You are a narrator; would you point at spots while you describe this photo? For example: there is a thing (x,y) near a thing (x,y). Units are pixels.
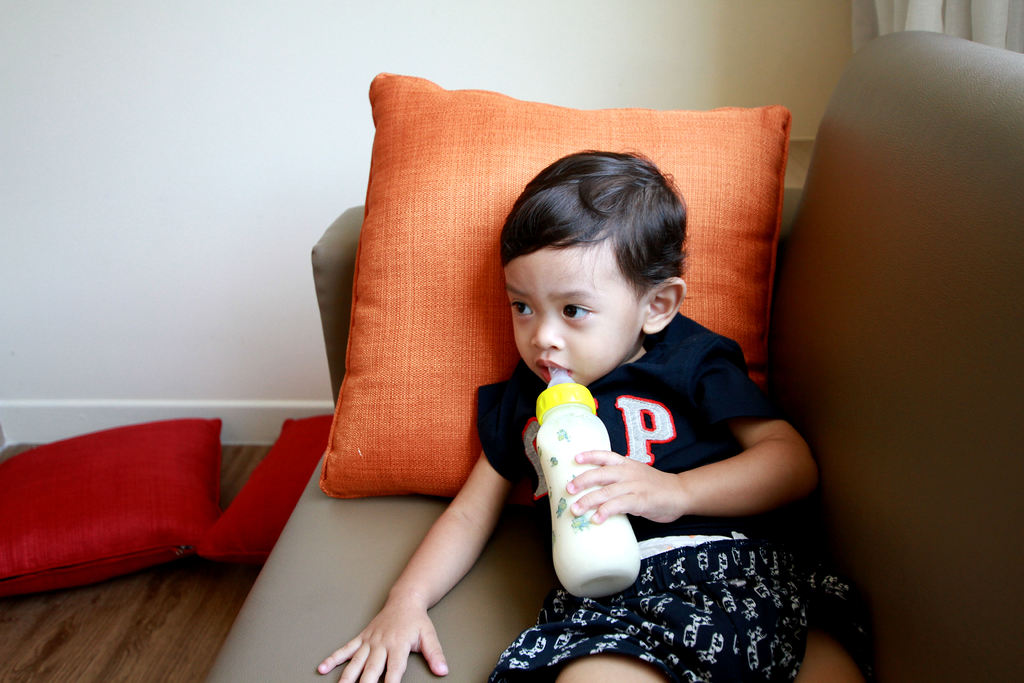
In this image i can see a child (744,502) lying on a couch (842,351) holding a bottle (575,401) in his hand (628,512). To the left corner (16,531) i can see few pillows (164,487) and in the background (216,181) i can see a wall (184,137) and a curtain (961,27).
